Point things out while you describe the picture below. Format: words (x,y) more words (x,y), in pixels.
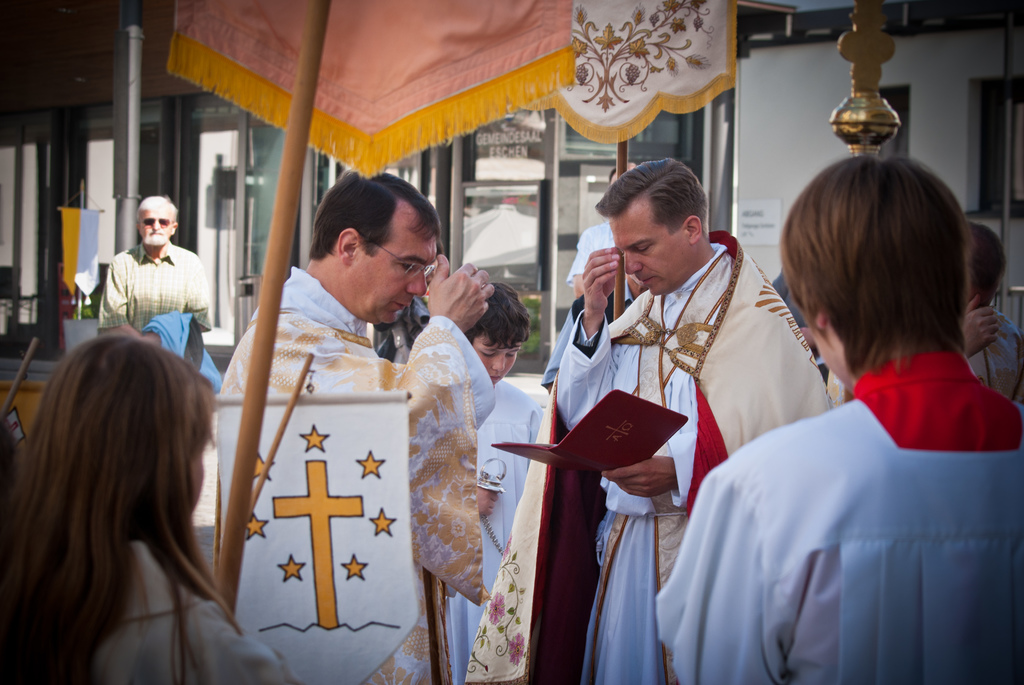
In the foreground of this image (807,544), there is a man (888,483) and a woman (144,522) standing and we can also see few flags (415,136) at the top (405,49) and bottom. In the middle (349,273), there are two men (690,330) praying and a man (652,384) is holding a book (625,453). In the background (984,293), there are few people (982,264), a man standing on the left (114,325) and the glass walls (223,146) of a building (792,98).
